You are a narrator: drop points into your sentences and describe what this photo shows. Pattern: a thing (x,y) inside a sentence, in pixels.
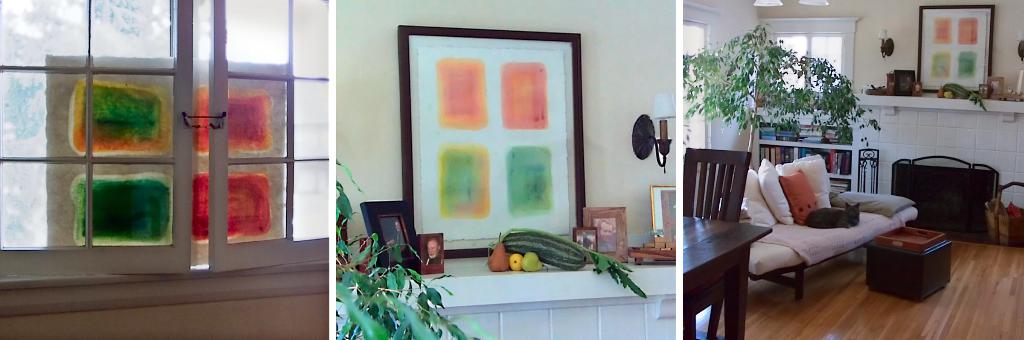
In this picture we can see windows (205,121), photo frames (370,229) and vegetables (548,260), And also we can see sofa (869,204), books (792,137) and a plant (782,83).
